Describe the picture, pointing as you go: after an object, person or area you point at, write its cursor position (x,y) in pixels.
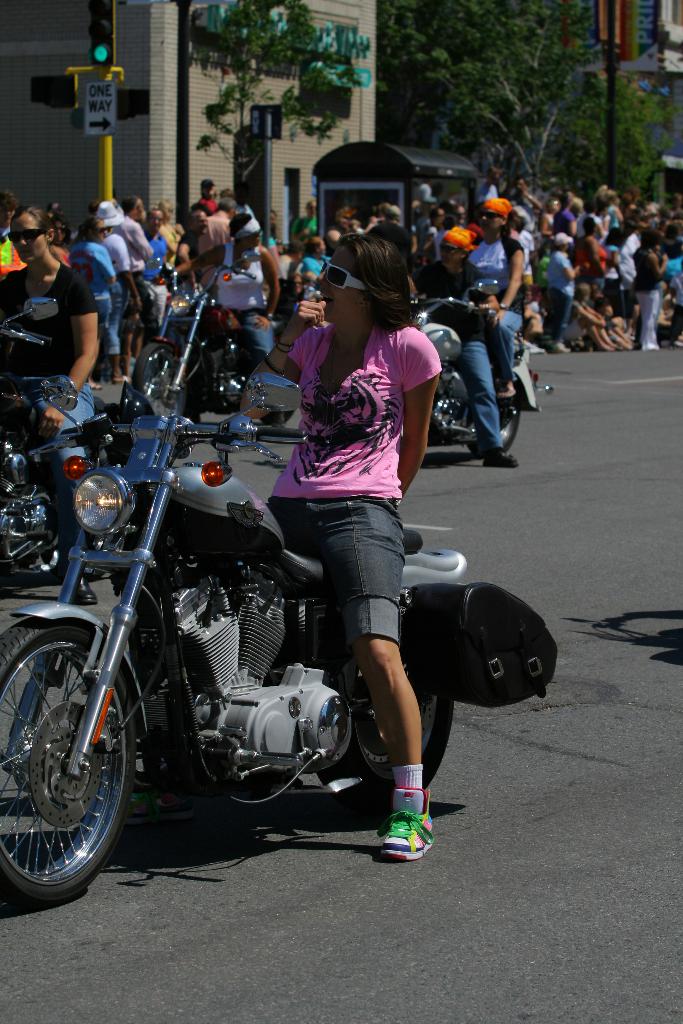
The picture is clicked on a road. There is a woman (357,476) sitting on a bike (294,624). In the background (611,240) we observe many people (606,247), there are also three more guys (465,323) riding a bike (21,438).
